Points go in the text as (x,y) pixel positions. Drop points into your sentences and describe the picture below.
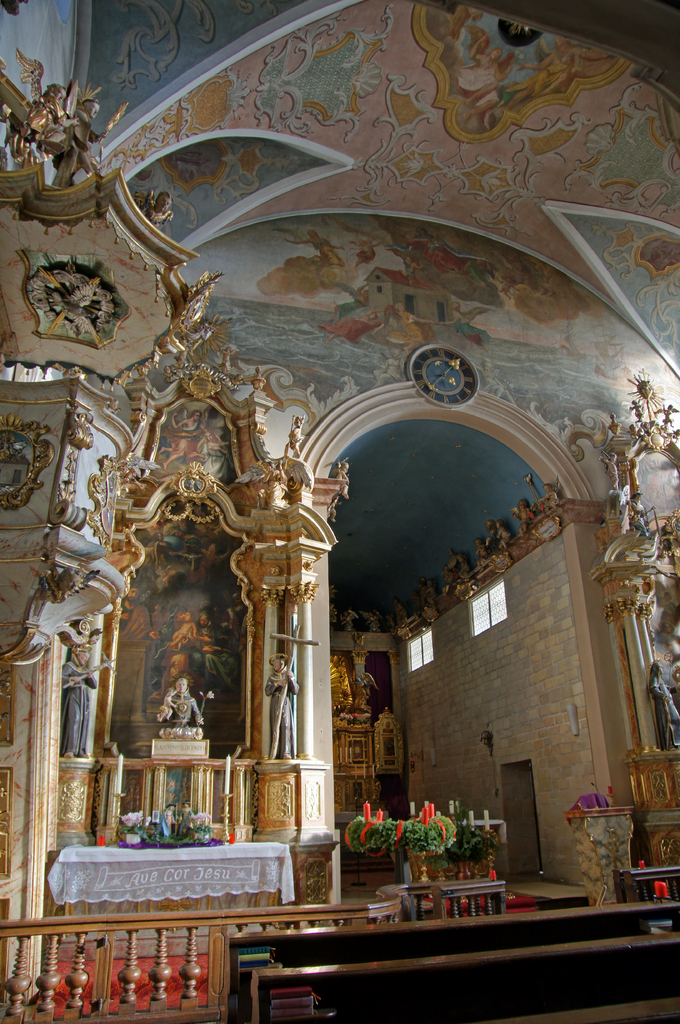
In this picture we can see there are balusters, cloth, decorative plants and sculptures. At the top (381,197), there are paintings (344,190) on the ceiling (487,159).
